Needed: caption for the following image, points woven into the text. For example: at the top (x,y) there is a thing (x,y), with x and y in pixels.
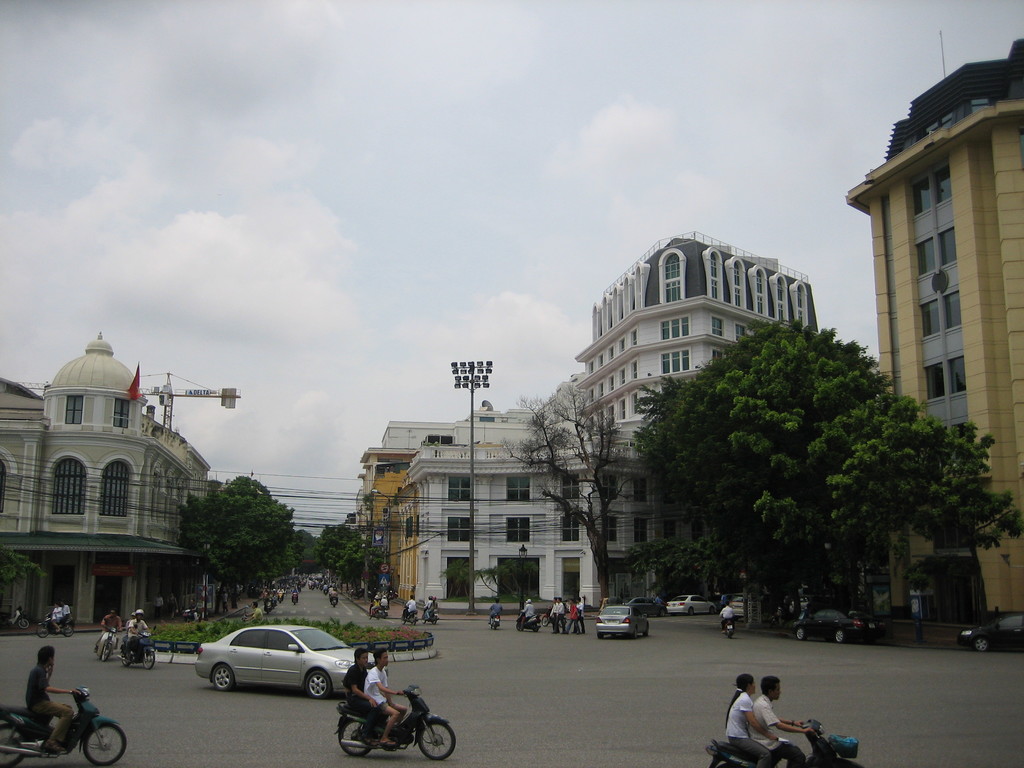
On the road (467,674) we can see people (742,743) riding vehicles (311,643). There are cars (242,637), bikes (36,729) and also we can see trees (292,532), buildings (495,480), pole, light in the background (907,348) and there is a cloudy sky (310,227).
